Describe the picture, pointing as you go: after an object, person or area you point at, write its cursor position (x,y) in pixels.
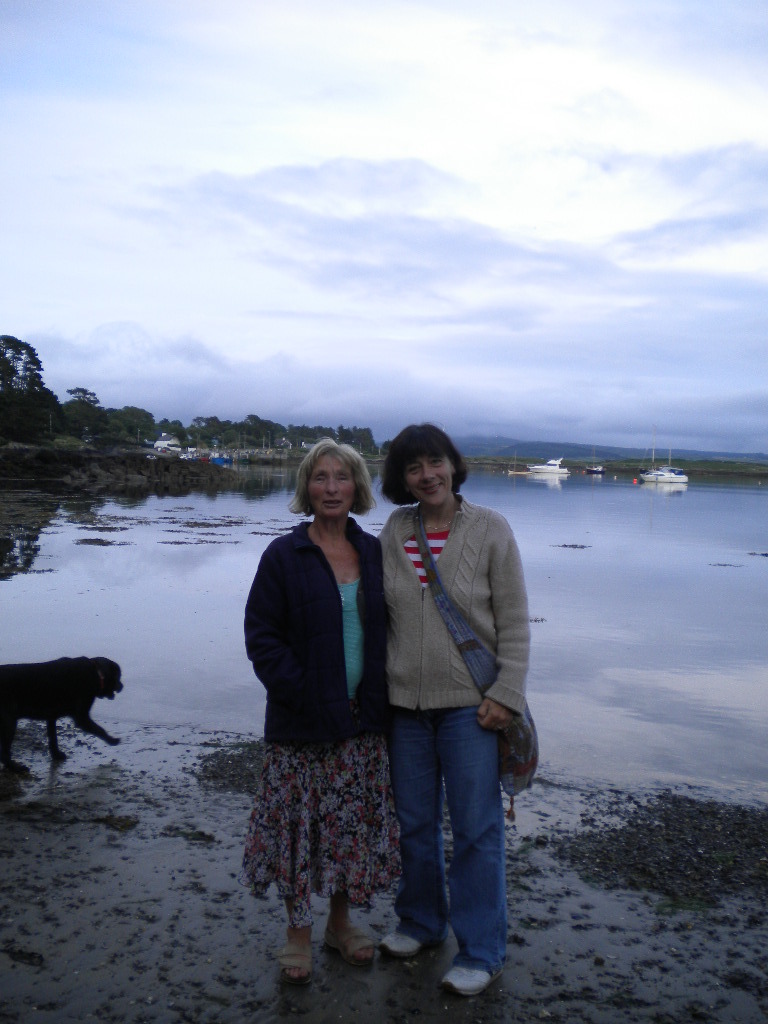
In this image I can see two women (464,603) wearing jackets (450,676) are standing and I can see one of them is wearing a bag (530,759). I can see a black colored animal (78,670), the water (558,642), few boats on the surface (661,518) of the water (656,494) and few trees (227,437). In the background (256,399) I can see the sky (405,187).
